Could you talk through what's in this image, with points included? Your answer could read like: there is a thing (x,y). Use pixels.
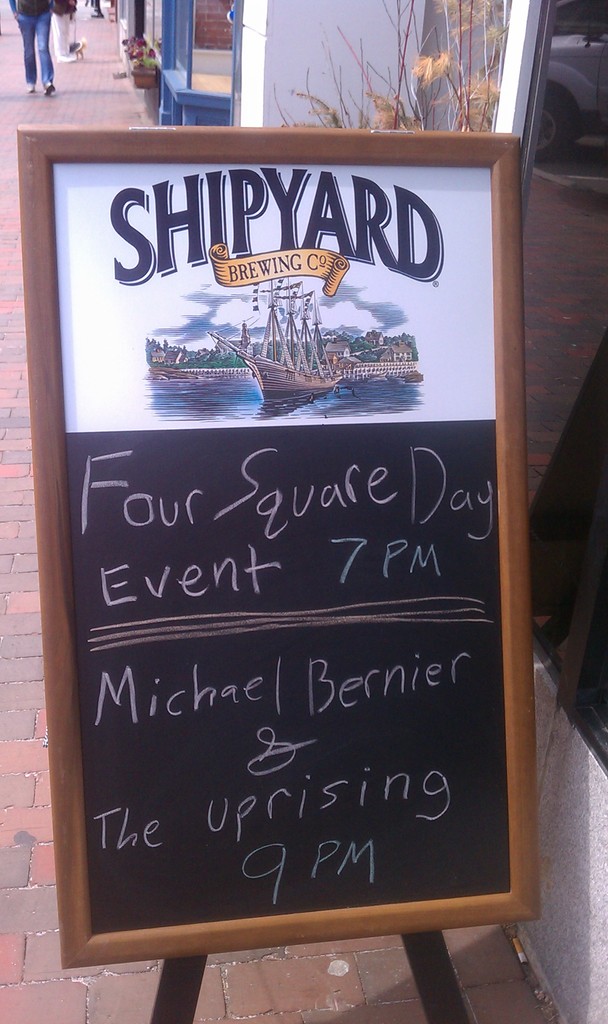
This picture is clicked outside. In the foreground (110,360) we can see the text (401,274), numbers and the picture (249,374) of a boat (271,377) in the water body (197,403) and some other pictures (210,344) on the board (224,349). In the background (558,88) we can see the pavement (4,678), leaves (444,61), group of persons (48,66) and building (297,22) and some other objects (561,96).
